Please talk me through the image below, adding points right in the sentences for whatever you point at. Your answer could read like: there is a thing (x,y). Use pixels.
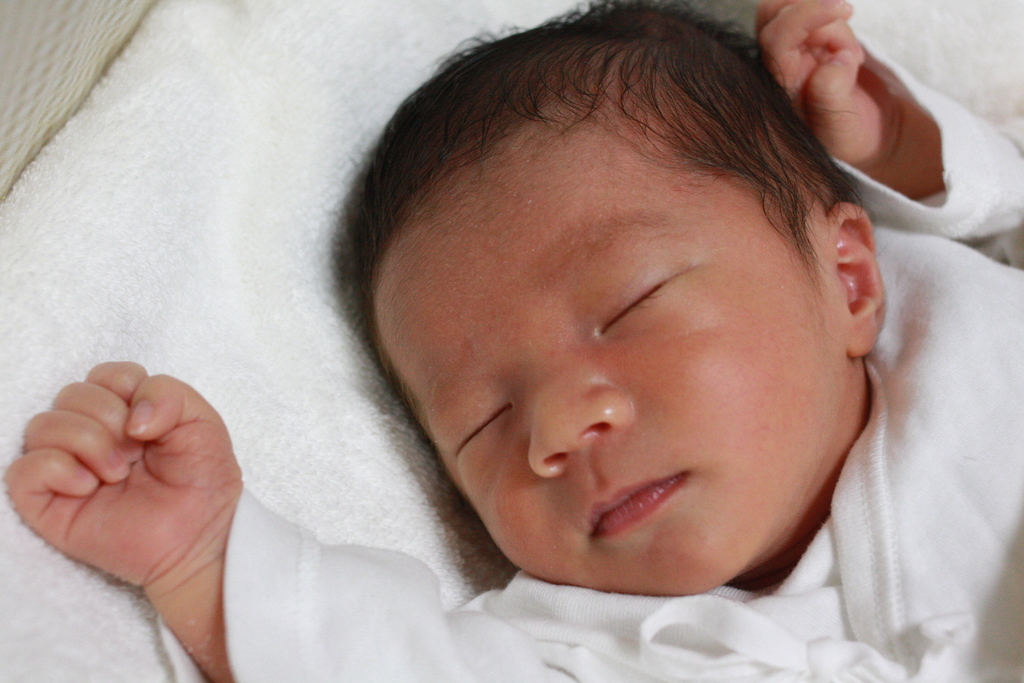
I can see a baby (393,349) is sleeping in this image in a white towel (207,205) and the baby (498,664) is wearing a white dress (955,194).
